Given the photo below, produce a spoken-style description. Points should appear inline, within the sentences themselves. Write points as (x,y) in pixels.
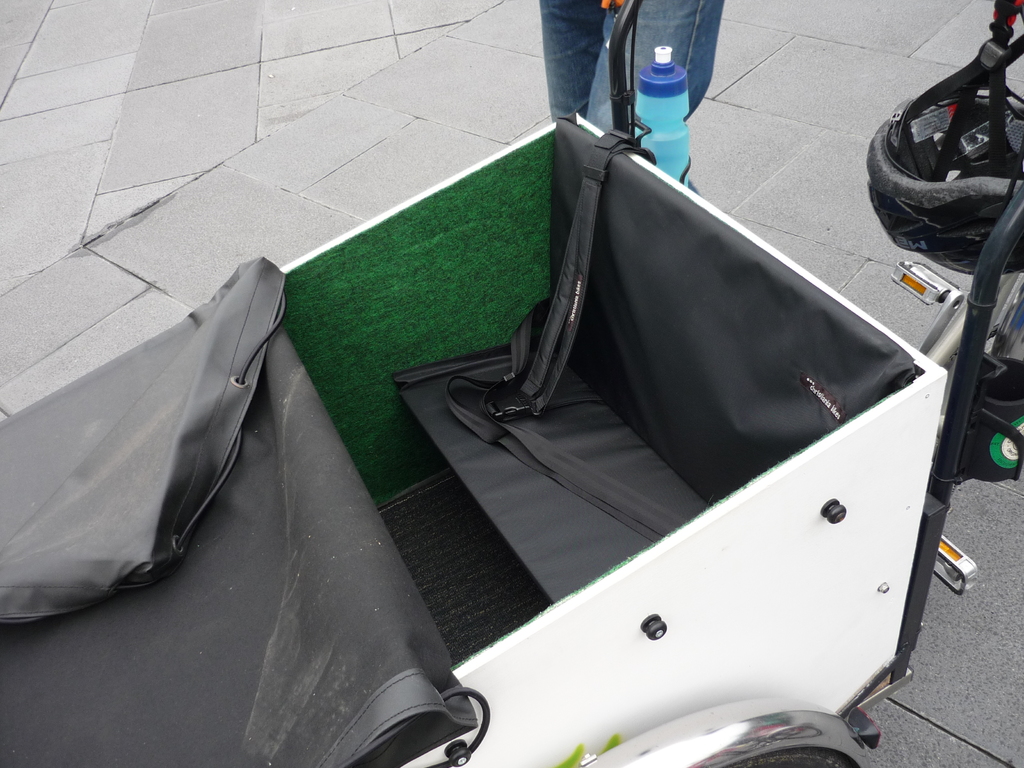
In this picture we can observe a trolley (635,613) which is in white and black color. We can observe a person (570,52) standing here. There is a blue color water bottle (660,76). In the right side (895,120) there is a helmet (911,177). In the background (172,89) we can observe floor (120,172).
